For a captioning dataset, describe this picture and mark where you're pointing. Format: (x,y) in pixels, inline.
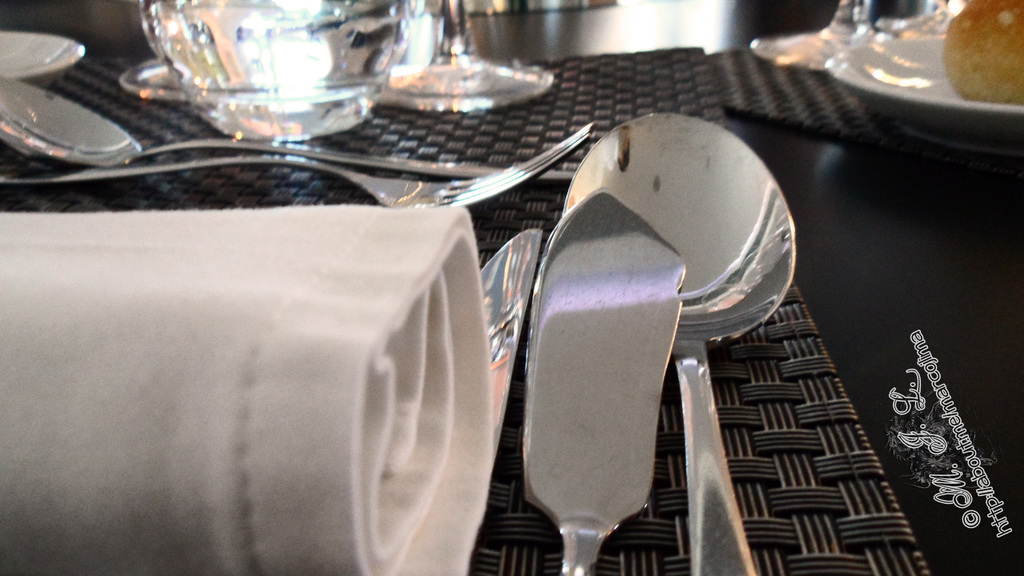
In the image there are spoons (694,274), knife (564,423), fork (402,196), bowls (225,58) on the table (809,177).
